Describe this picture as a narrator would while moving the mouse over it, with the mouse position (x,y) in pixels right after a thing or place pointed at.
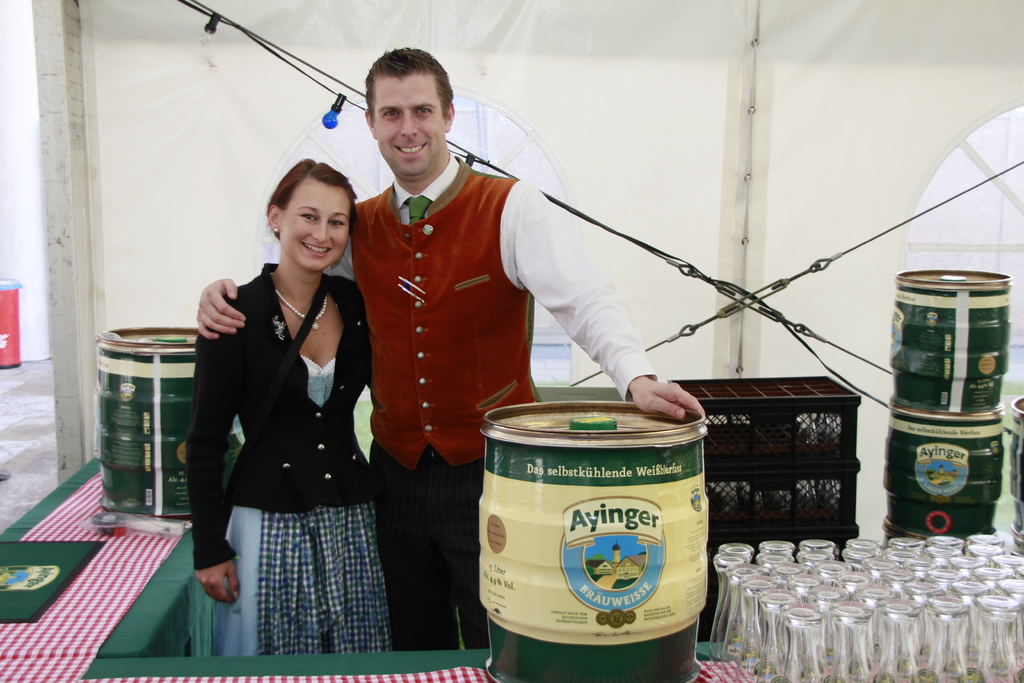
In this image there is a couple (367,208) standing with a smile on their face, in front of them there is a table (261,656) with some buckets (622,564) and glasses (930,575), behind them there are few baskets (748,477) and there are a few lights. In the background (575,22) there is like a wall (667,127) of a camp (666,179).
